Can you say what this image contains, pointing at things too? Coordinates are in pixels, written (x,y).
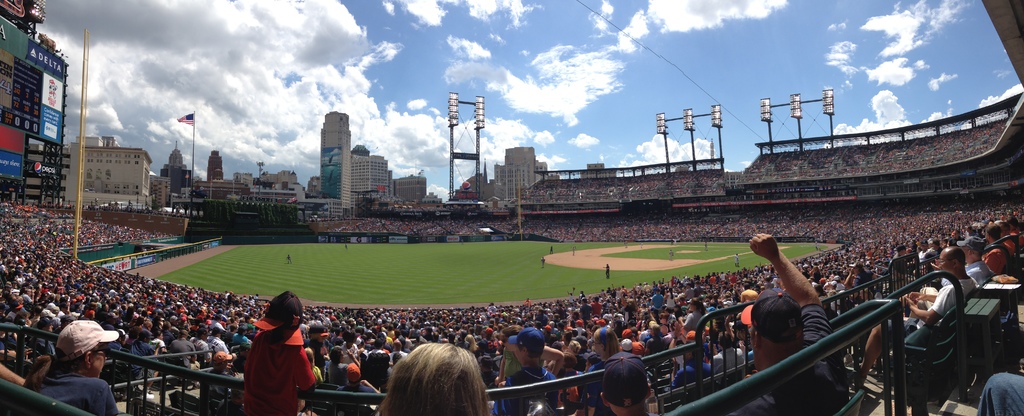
In this picture there is a stadium (79,254), where we can see grassland (241,254), people (635,290), boundaries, posters (52,135), poles (84,146), buildings (481,178) and the sky (246,152).
